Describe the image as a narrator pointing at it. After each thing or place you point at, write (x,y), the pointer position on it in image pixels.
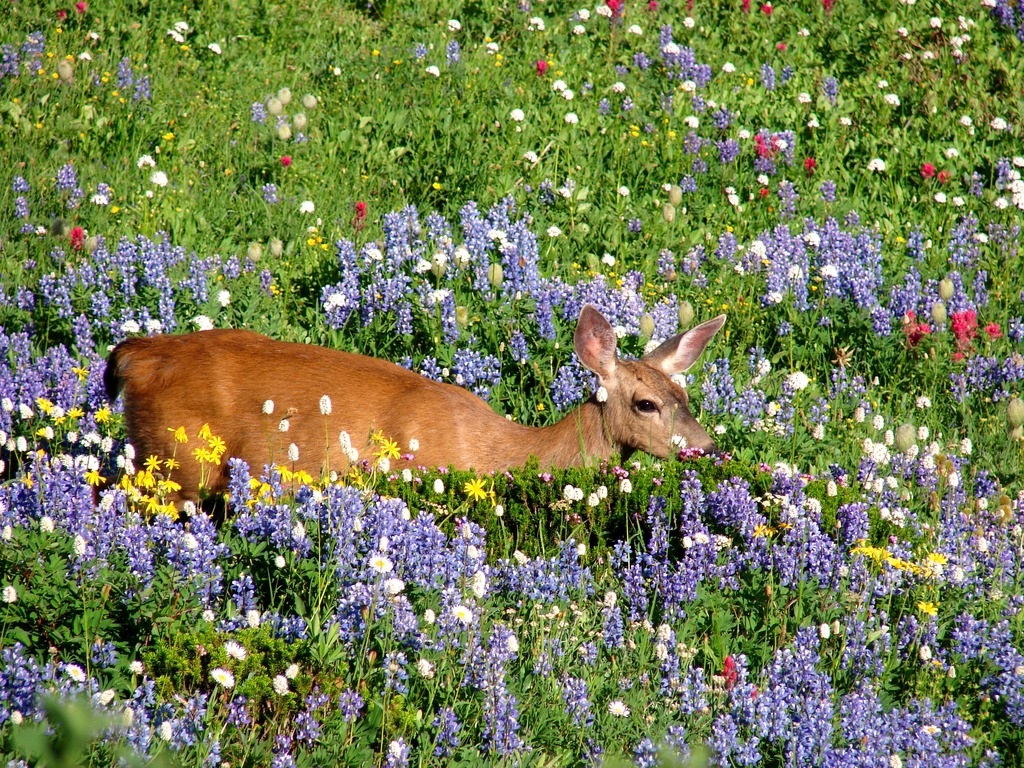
In this picture we can observe a deer (570,449) standing on the ground (343,502). We can observe purple, red and white color flowers (398,277). In this picture we can observe green color plants (341,166) here.
